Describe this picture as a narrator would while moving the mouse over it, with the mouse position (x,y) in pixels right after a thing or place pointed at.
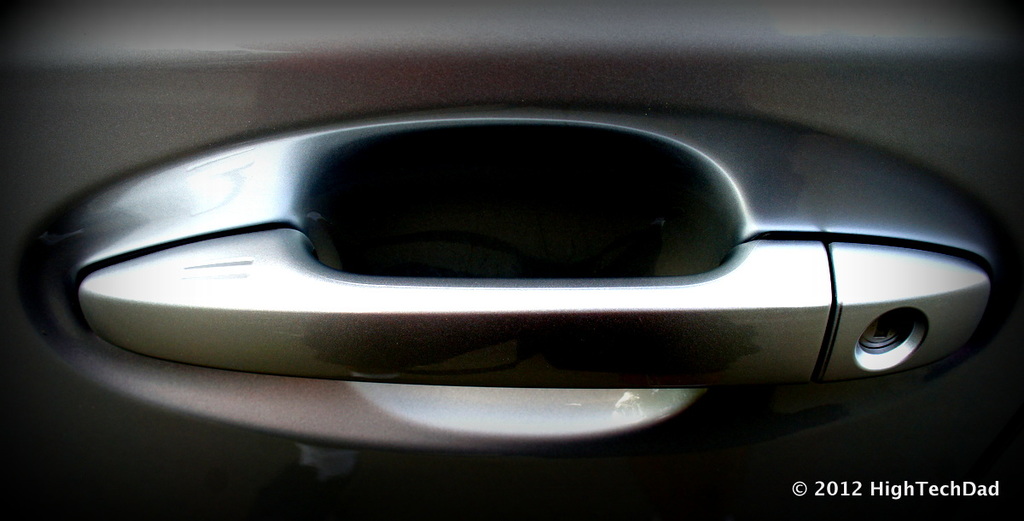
In this image I can see door (326,155) of car part (365,180) and I can see the handle (566,293) and at the bottom (972,482) I can see text (921,491).
